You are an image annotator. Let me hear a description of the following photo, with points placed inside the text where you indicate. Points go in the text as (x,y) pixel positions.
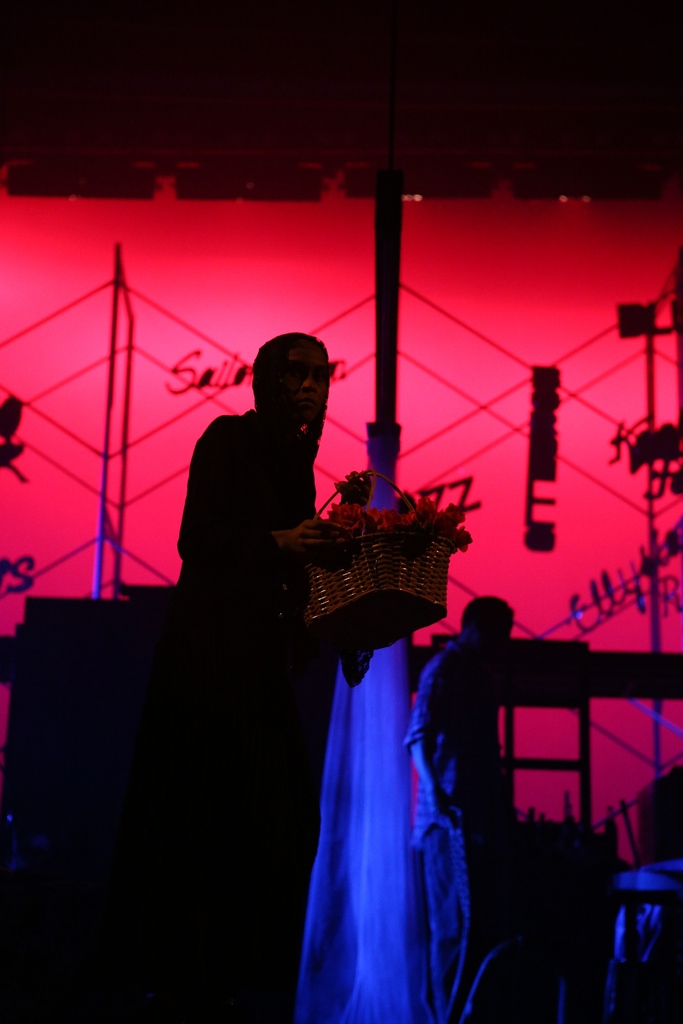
On the left side (219,791), there is a person (247,866) standing and holding a basket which is having some items (347,484). In the background (515,622), there is another person (511,627), a pole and other objects (358,190). And the background is red in color.
